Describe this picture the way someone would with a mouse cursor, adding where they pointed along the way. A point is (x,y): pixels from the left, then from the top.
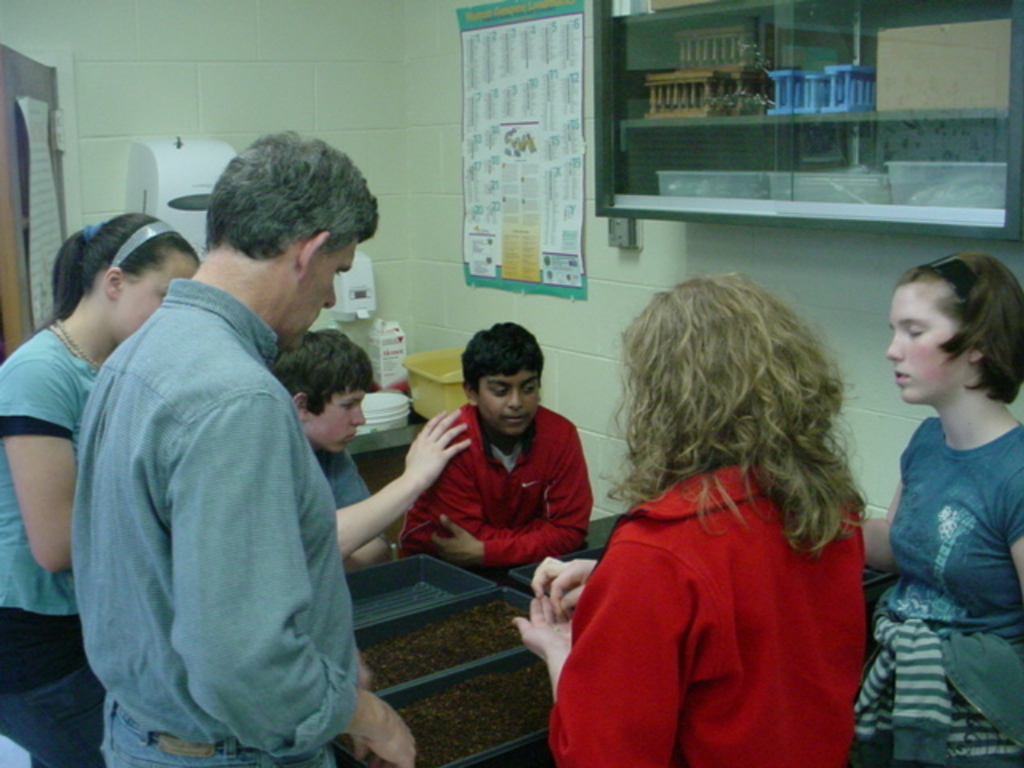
In this image we can see people (831,596). In-between of these people (762,495) there is a table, above this table (436,584) there are containers (431,614). Posters (540,97) are on the walls (141,113). Backside of these people (318,450) there are things (407,401). In this glass cupboard (684,144) there are objects (717,187).
